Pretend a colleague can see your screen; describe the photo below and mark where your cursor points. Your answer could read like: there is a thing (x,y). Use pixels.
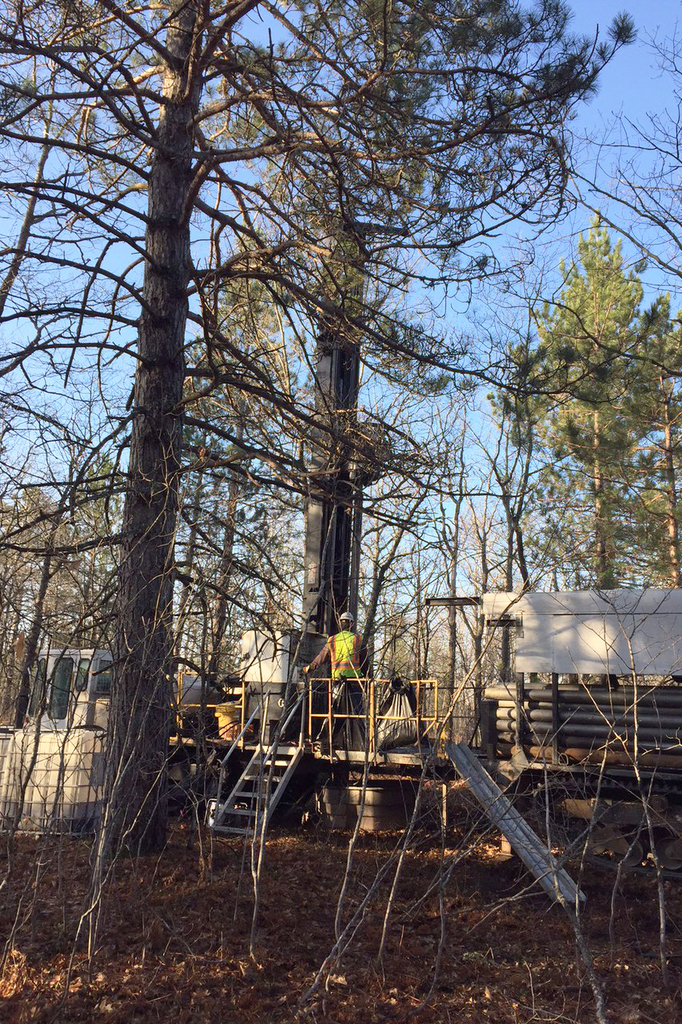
To the bottom of the image (328,871) on the ground (303,915) there are dry leaves (241,845). In the middle of the ground (326,855) there are steps (284,765) to the bridge (403,758) and a man (335,665) is standing on it. And on the bridge (520,695) there are few pipes (582,733). Behind the bridge (654,620) there are many long trees (219,552). And behind the trees (350,284) in the background (489,316) there is a sky (136,350).
